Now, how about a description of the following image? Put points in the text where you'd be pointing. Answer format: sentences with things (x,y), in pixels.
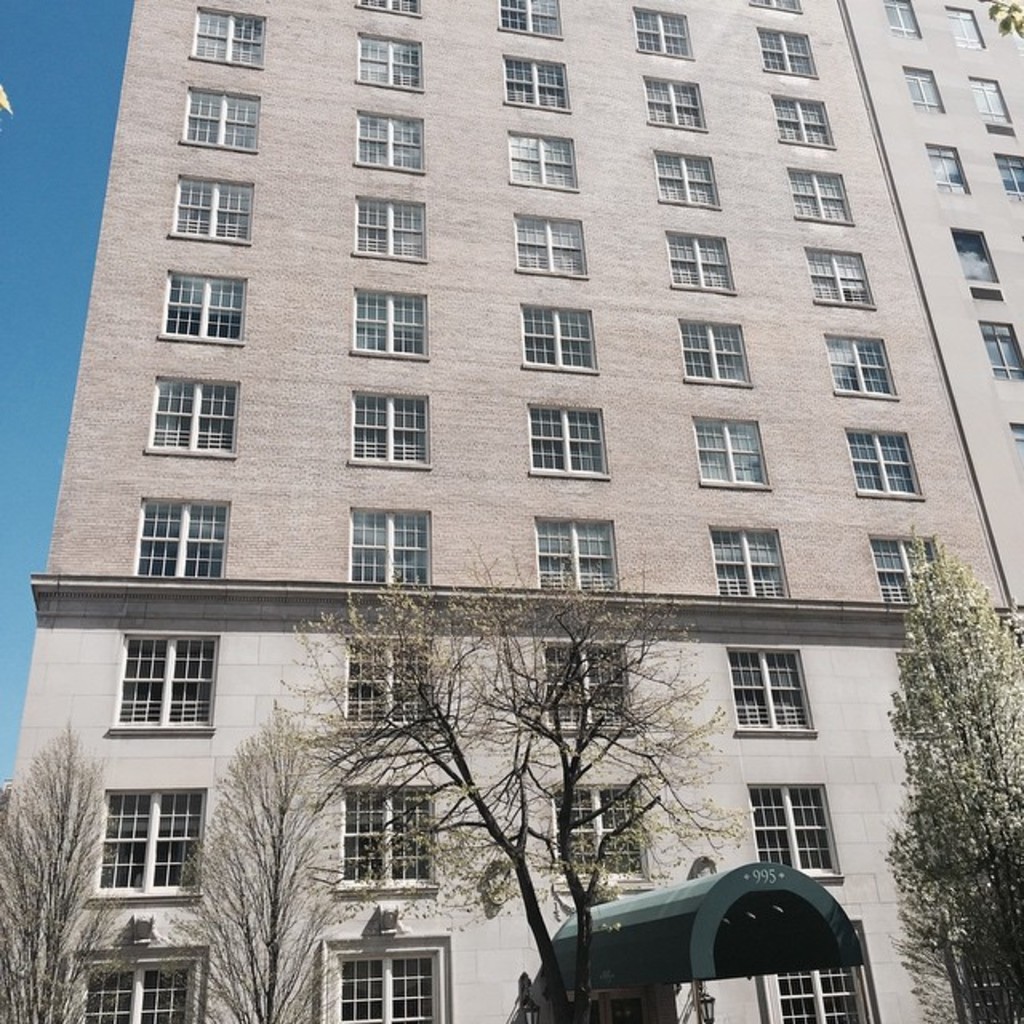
In this image, we can see building (540,674), walls (494,345) and glass windows (609,729). At the bottom (817,924), we can see trees (953,927), arch (810,955), poles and lights (704,1018). On the left side of the image (68,270), we can see the sky (67,149).
